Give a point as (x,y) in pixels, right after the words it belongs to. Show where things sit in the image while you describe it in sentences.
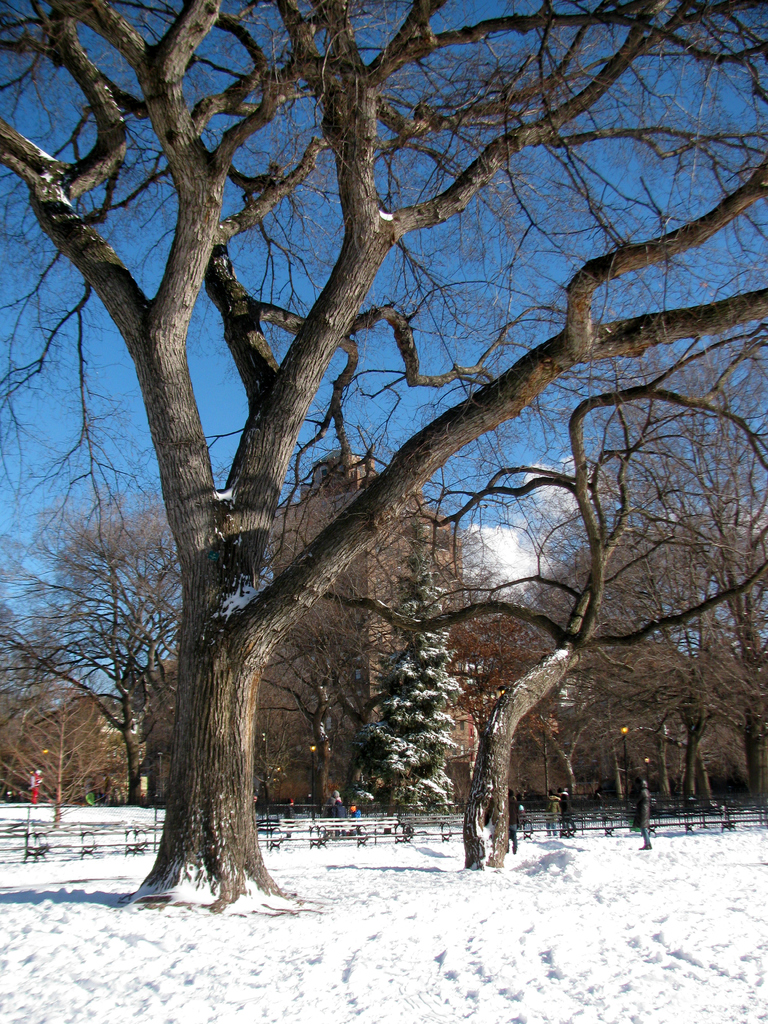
In this picture we can see some trees (192,408), snow (396,903), some trees (175,812) are covered with snow (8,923).
